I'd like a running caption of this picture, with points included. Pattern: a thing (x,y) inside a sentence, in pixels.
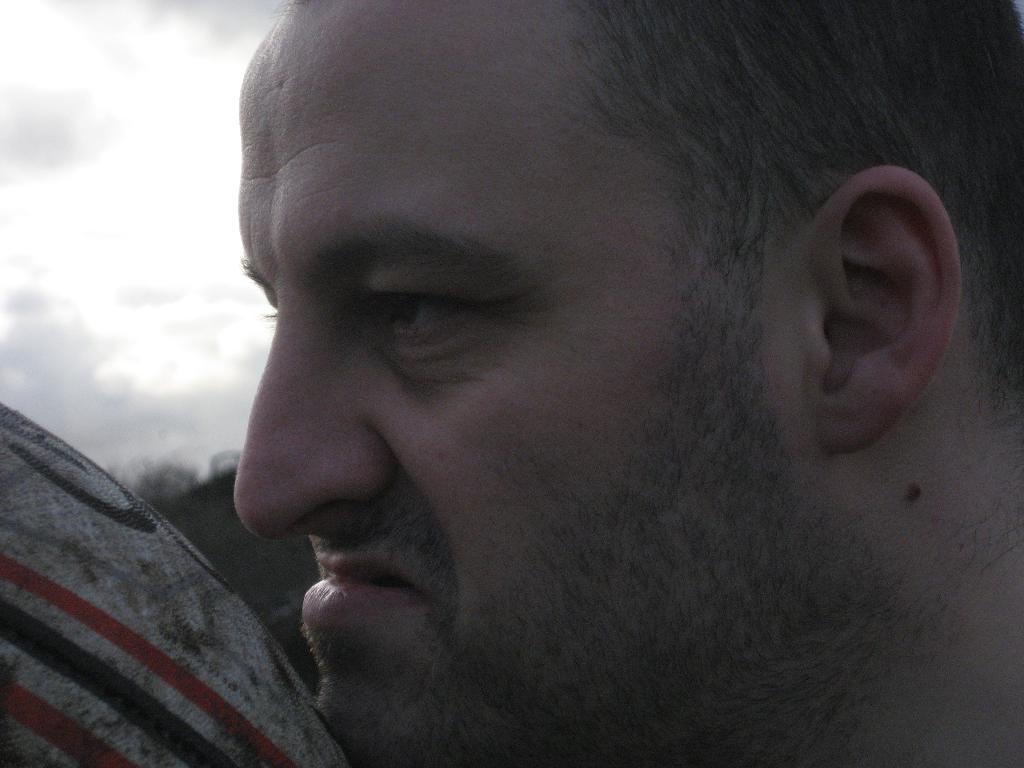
On the right side of the image (807,258) we can see a person's head (779,462). On the left side of the image (187,557) we can see the trees (216,556) and the ball (158,616). In the top left corner (127,106) we can see the clouds (125,189) in the sky (28,300).
